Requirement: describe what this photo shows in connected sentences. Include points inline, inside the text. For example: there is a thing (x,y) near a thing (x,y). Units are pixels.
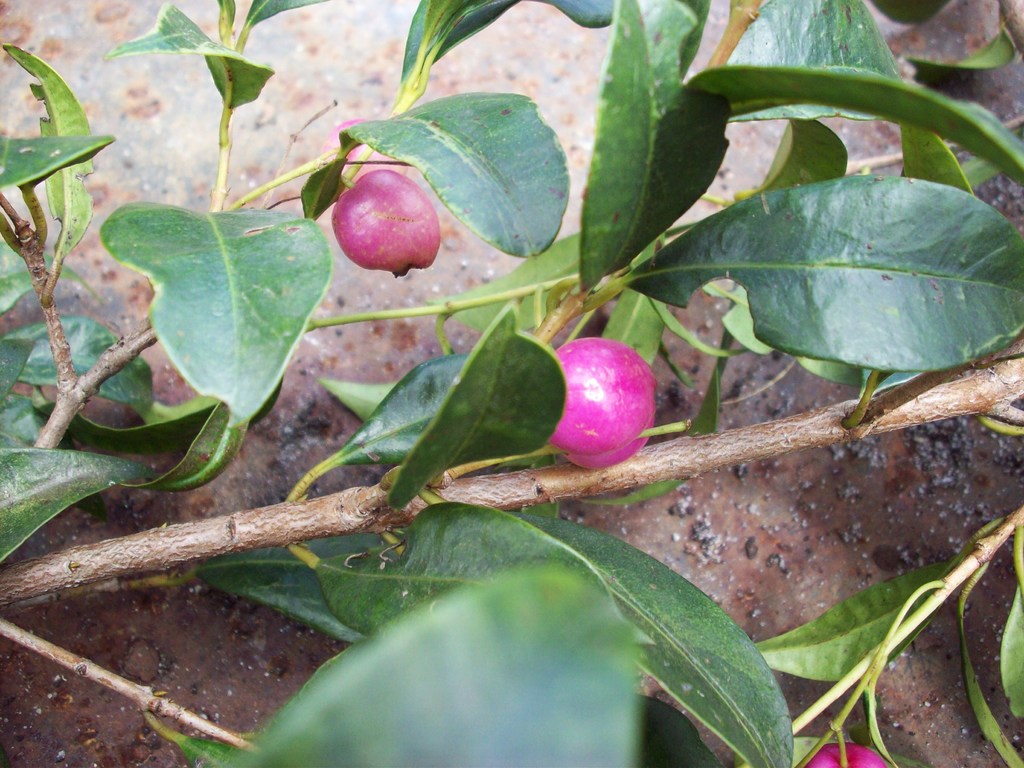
In this image we can see some fruits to stems (831,699) of a plant (429,393).
